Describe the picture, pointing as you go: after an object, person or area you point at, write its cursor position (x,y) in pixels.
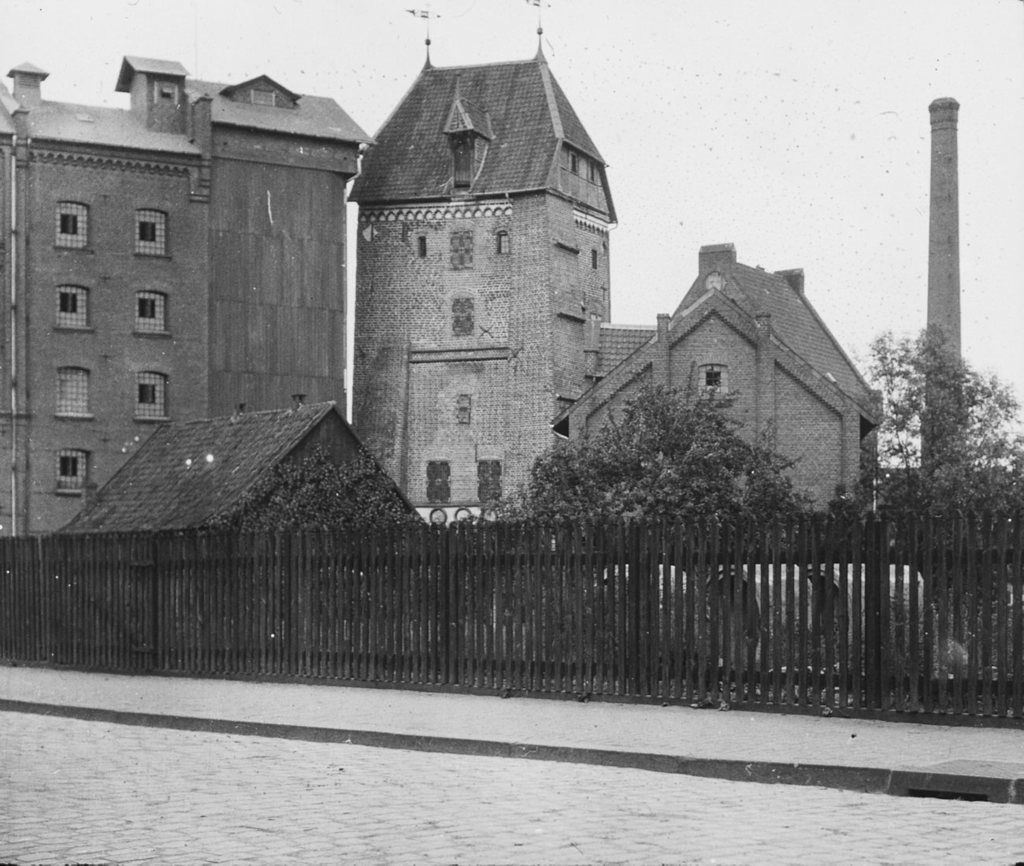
This is a black and white picture. At the bottom of the picture (364,785), we see a road (372,771). Beside that, we see a picket fence (508,616). There are buildings (470,423) and trees (726,453). On the right side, we see a chimney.
